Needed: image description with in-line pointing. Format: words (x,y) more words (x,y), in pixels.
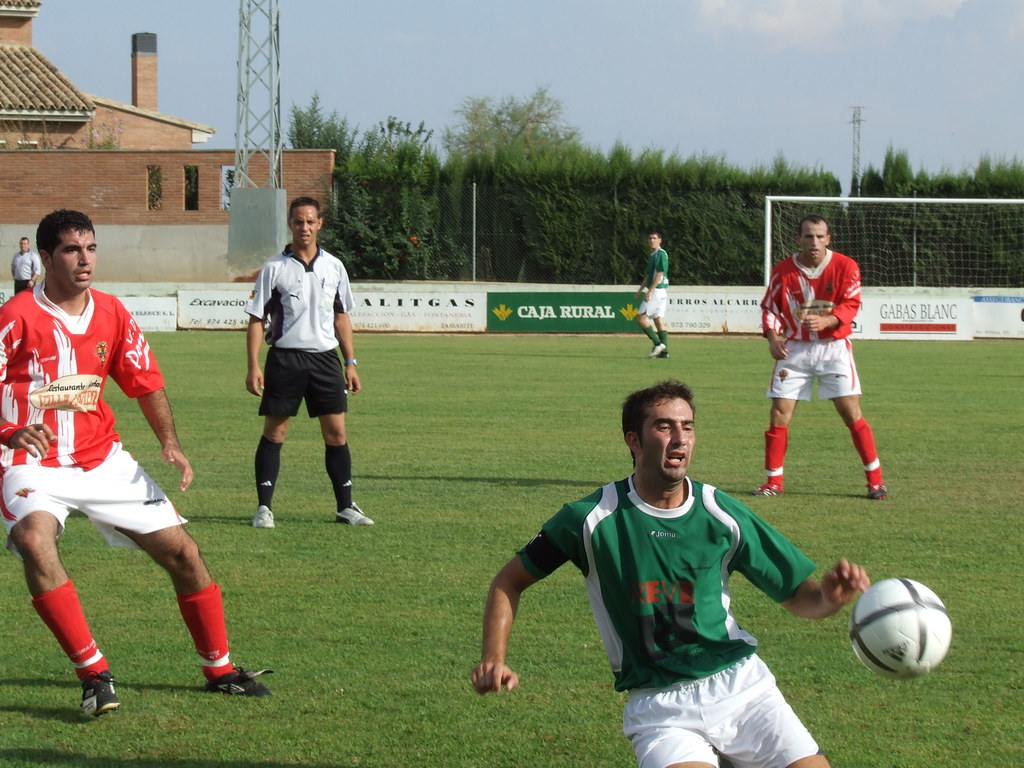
This image consists of few persons (68,446) playing football. At the bottom (359,706), there is green grass (353,617). All are wearing jerseys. On the right (931,256), we can see a goal post (898,236). In the background (581,214), there is a building (74,119) along with the trees (421,169). In the middle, there is a tower (266,185). At the top (516,56), there is sky (582,31).
